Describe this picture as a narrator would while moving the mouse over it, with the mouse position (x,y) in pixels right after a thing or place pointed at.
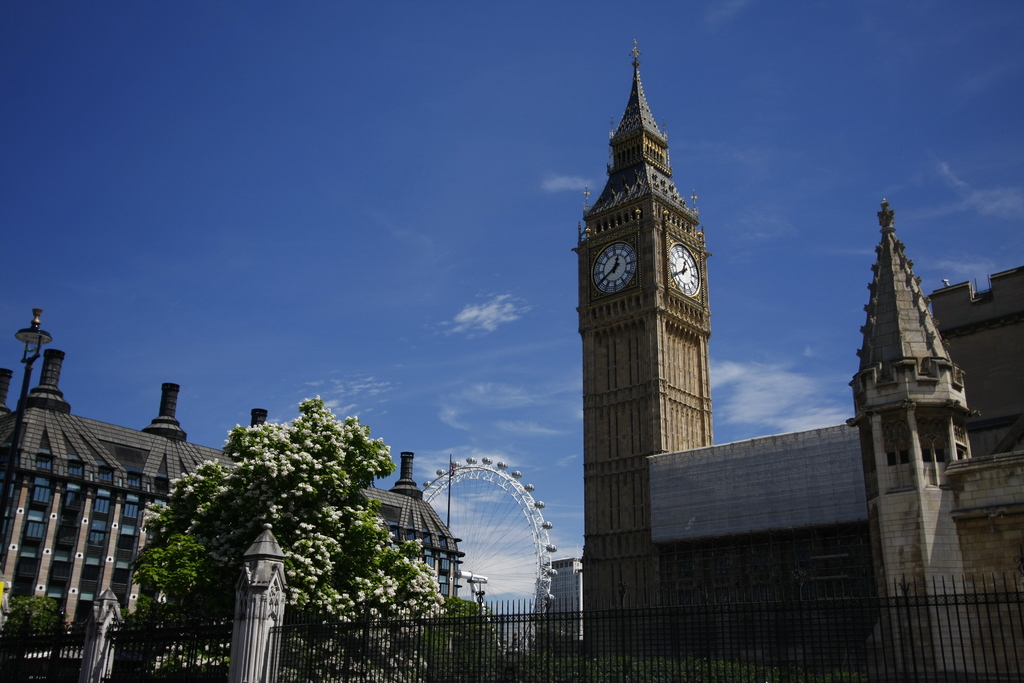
At the bottom of the picture (301,622), we see pillars (278,589) and a railing (311,619) in black color. Behind that, we see a tree (349,555). In the middle of the picture (604,442), we see a clock tower (655,371) and beside that, we see a castle (920,539). There are buildings (121,501) and a giant wheel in the background (566,569). At the top (381,173), we see the sky (284,155), which is blue in color.
